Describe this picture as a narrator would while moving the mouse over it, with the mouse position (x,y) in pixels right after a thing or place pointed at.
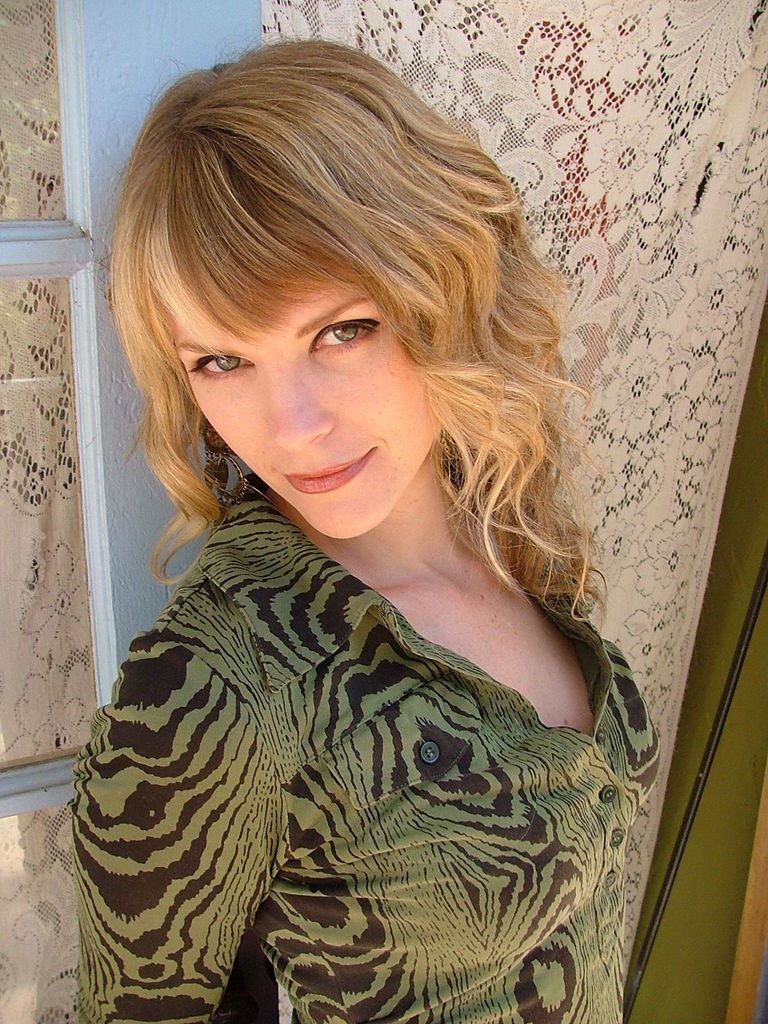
This woman (354,594) is smiling. Background (599,228) there is a cloth (651,309).
